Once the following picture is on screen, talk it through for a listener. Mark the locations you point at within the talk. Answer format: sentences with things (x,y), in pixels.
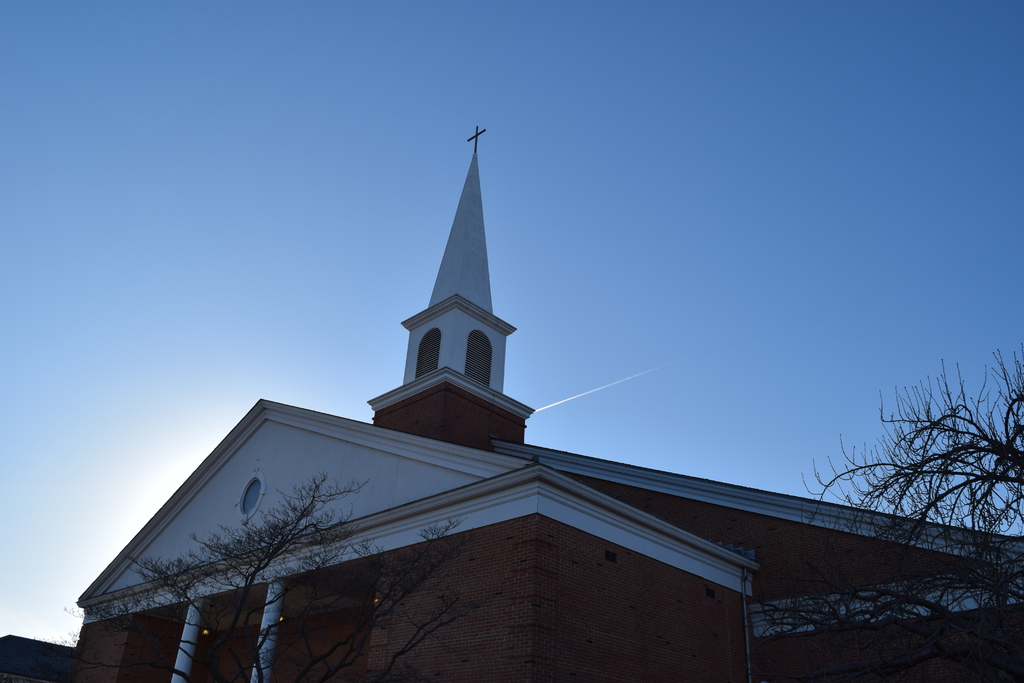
In this image we can see there is a building (478,189) with cross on the top (478,125) beside that there are trees (989,612).
